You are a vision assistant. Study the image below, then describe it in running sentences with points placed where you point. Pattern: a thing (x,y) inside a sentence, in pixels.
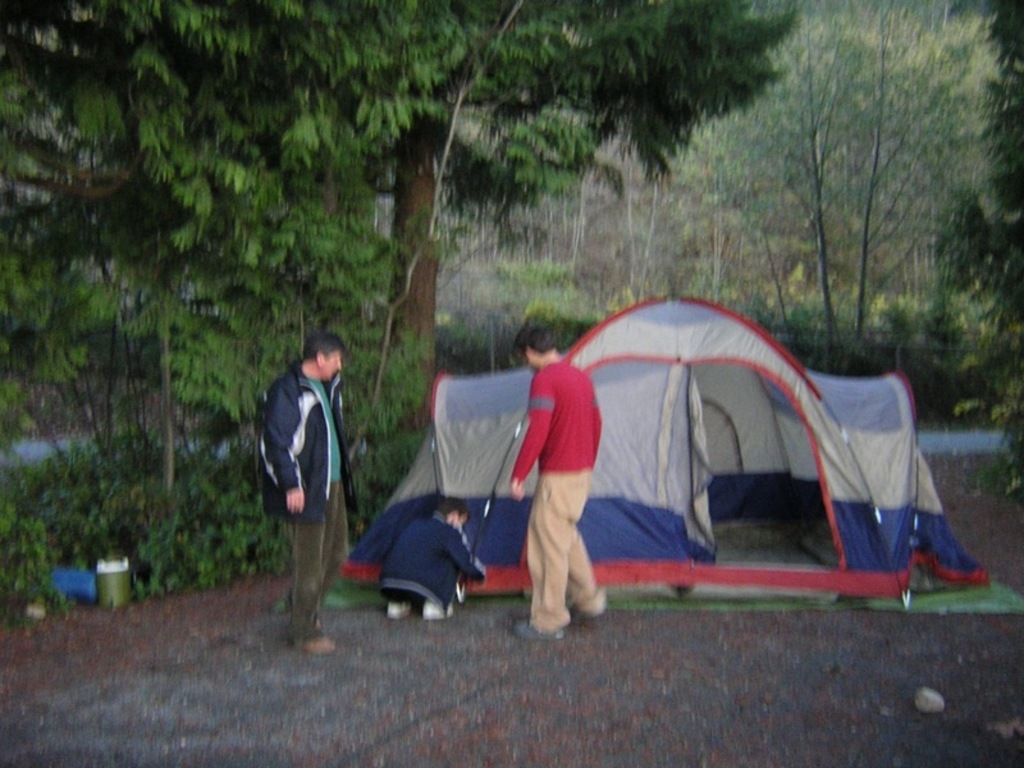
In this image there are trees (74,206) in the left (17,417) and right corner (1015,459). There is a road (603,617) at the bottom (1008,671). There is a tent (700,343) and people (306,455) in the foreground (264,482). There are trees (913,23) in the background (656,283).
